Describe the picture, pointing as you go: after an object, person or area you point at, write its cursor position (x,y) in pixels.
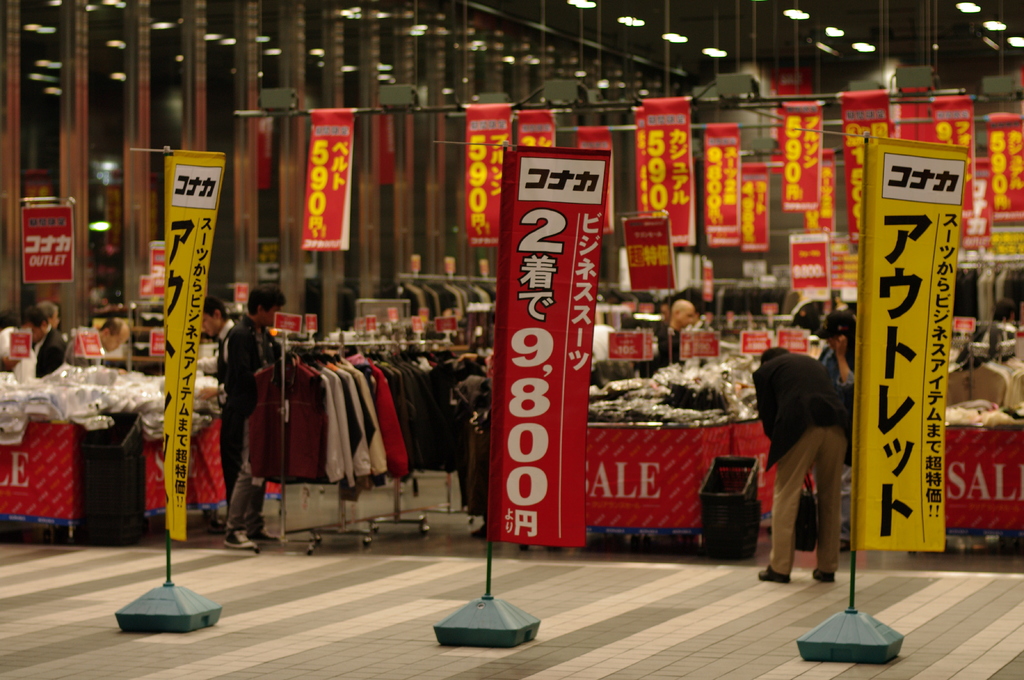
In this image I can see the banners (591,353) and boards (626,225). I can see few people (224,494) standing in-front of the clothes (340,432) and many items (439,414). These people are wearing the different color dresses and the clothes (396,396) are in different color. In the background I can see the lights (551,95).
